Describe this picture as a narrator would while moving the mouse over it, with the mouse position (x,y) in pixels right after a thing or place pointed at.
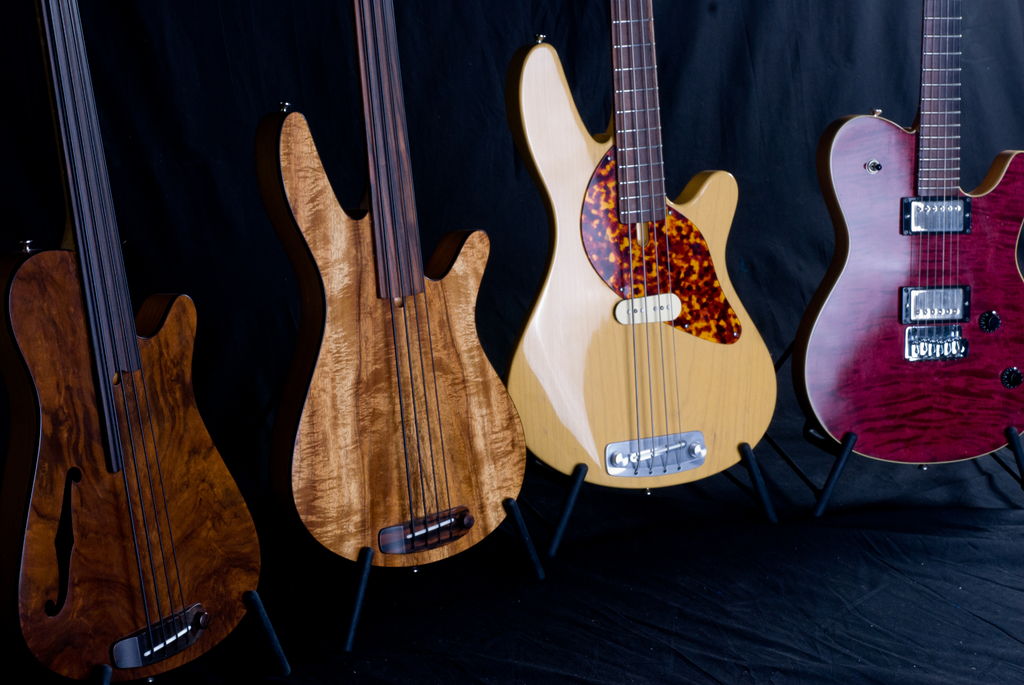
As we can see in the image there are four guitars (354,464).
